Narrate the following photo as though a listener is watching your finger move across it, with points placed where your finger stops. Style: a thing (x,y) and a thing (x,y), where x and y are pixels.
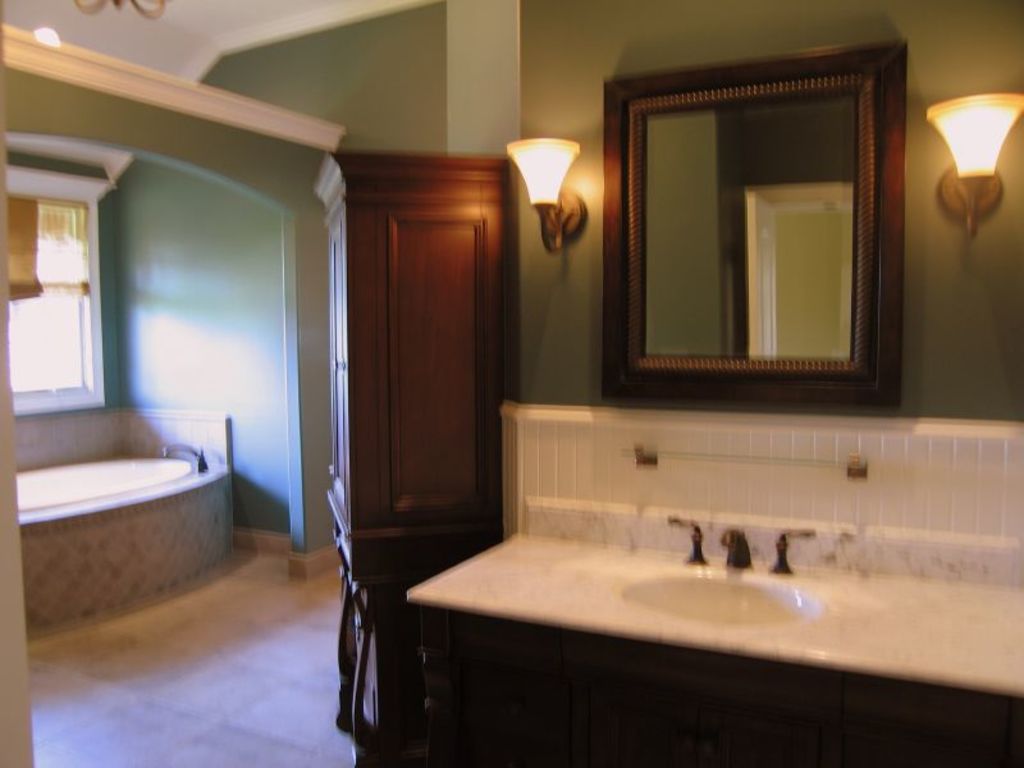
In this image I can see a wash basin (660,577), mirror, lights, door (414,514), bathtub (213,525), window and a wall (262,306). This image is taken may be in a room (616,443).
